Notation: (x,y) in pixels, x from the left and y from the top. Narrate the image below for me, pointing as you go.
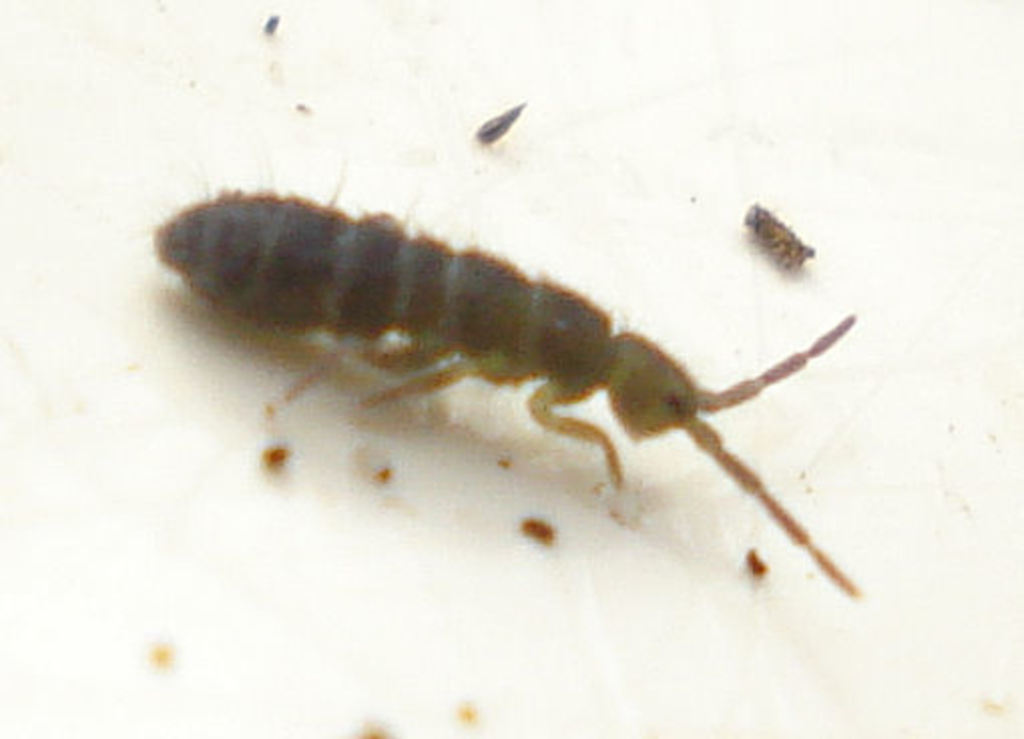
In this picture I can see an insect (375,256) and few small particles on the white color surface (645,53).
